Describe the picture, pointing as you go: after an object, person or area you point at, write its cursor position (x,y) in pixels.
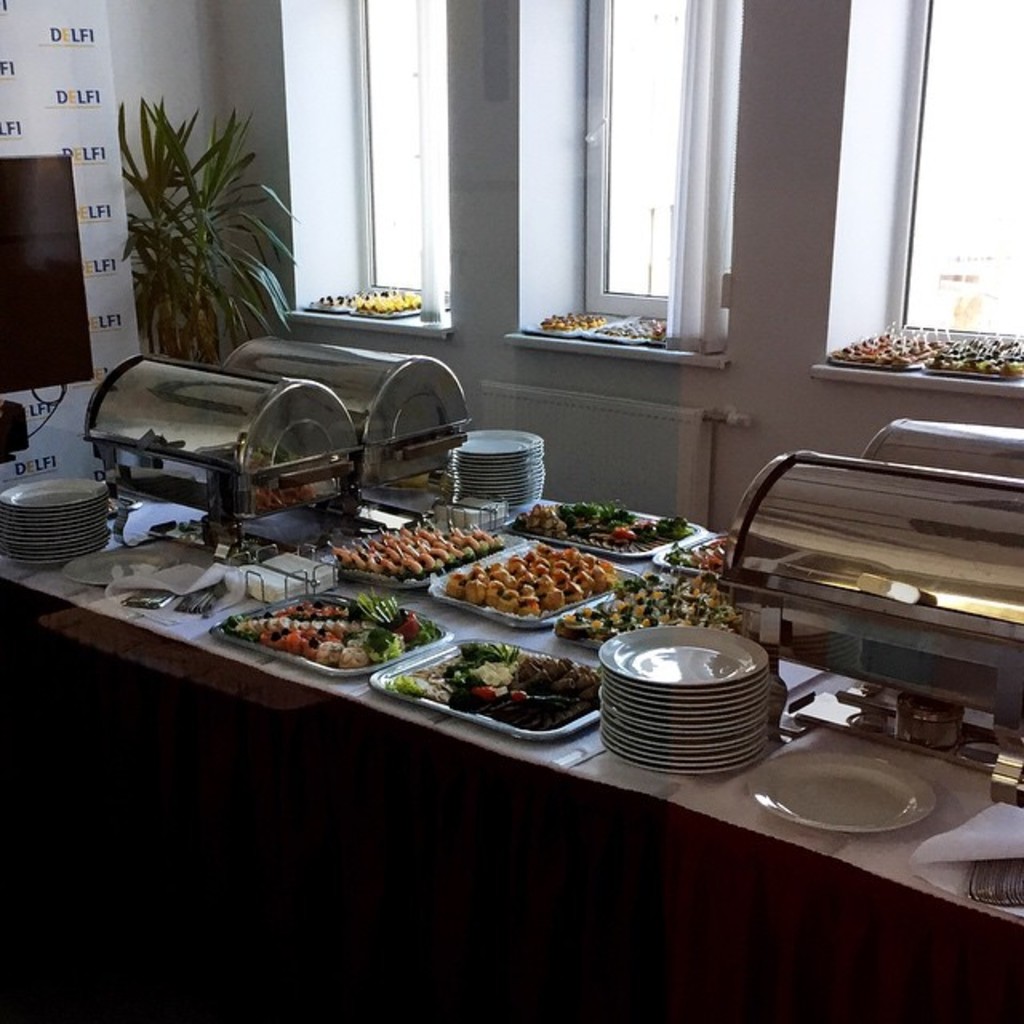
In the picture we can see some food items (575,683) which are in trays (379,679), there are some plates (512,486), utensils (172,393) which are on the surface (946,819) and in the background of the picture (974,256) there are some windows (398,183), there is a plant (225,202) and there is a wall (182,114).
